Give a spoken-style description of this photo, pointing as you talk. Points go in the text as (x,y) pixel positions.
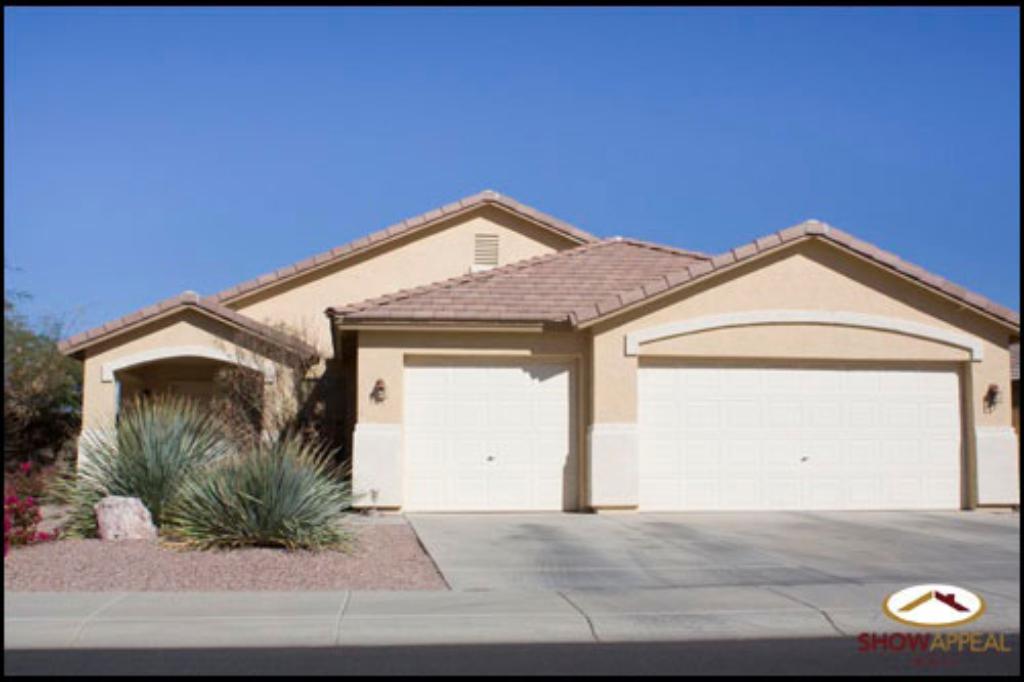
In this picture we can see the building (387,399). On the left (252,419) we can see trees (15,351), plants (208,432), flowers (29,491) and grass (213,539). At the top (404,51) there is a sky (420,67). In the bottom right corner (904,612) there is a watermark (960,615).
